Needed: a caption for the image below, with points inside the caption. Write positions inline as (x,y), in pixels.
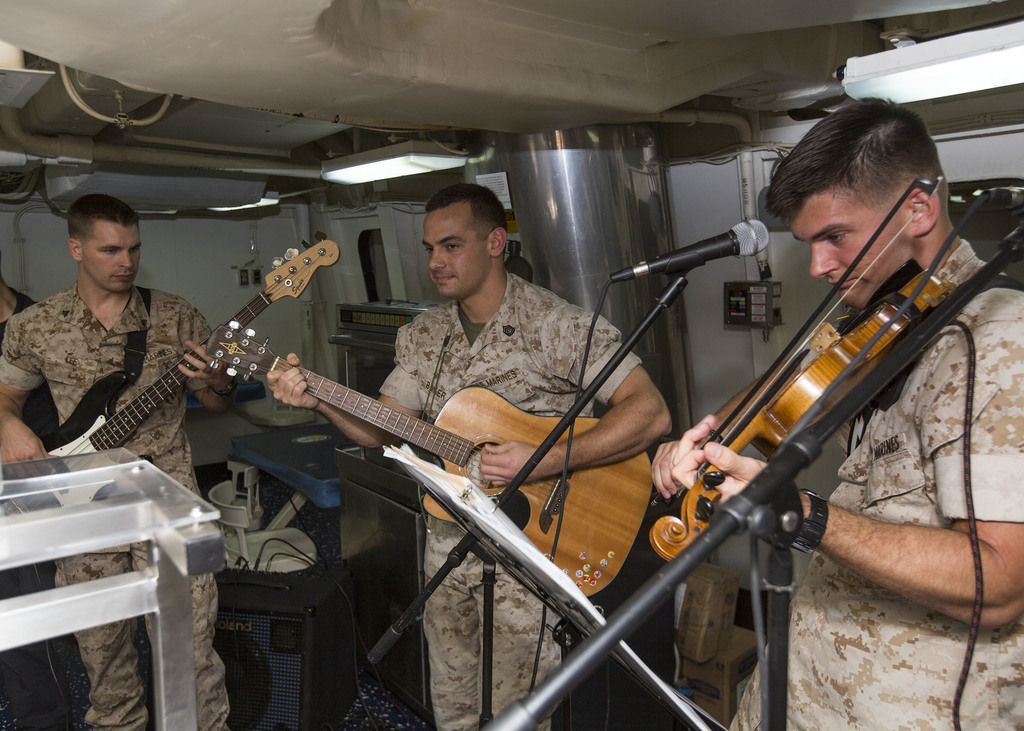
Here in this picture we can see three men (402,376) in a military uniform (174,316) standing over a place and the man (873,464) in the front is playing a violin (784,394) and the other two men (292,393) are playing guitars (336,397) and we can see microphones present in front of them and we can see lights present over there.
